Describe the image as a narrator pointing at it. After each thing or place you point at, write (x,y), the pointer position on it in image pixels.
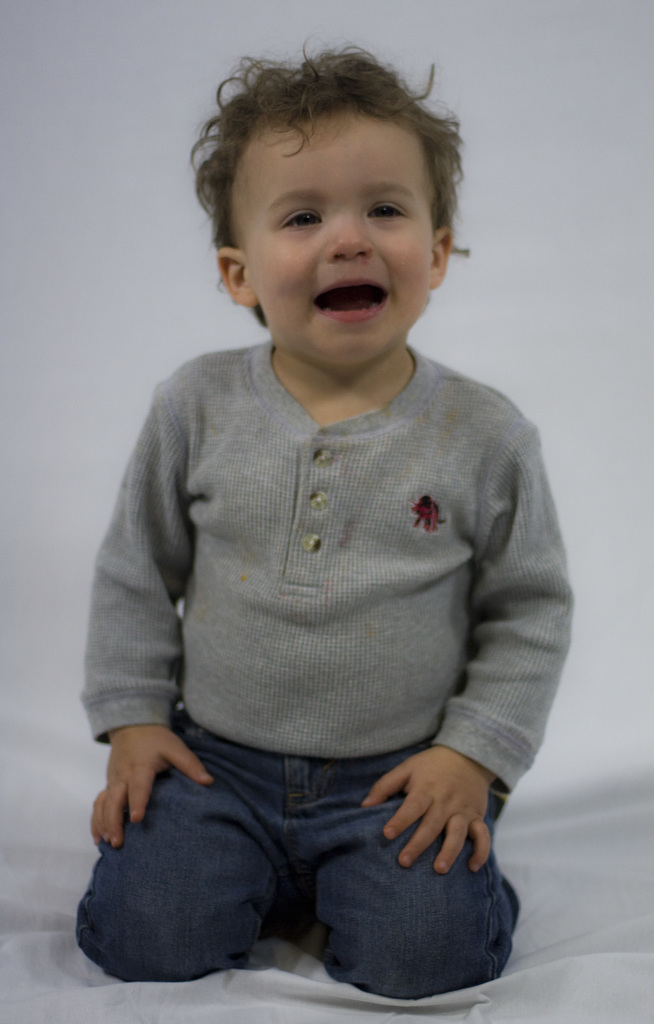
There is one kid (246,667) sitting on a white color cloth (352,1003) as we can see in the middle of this image (348,489). There is a white color wall (209,317) in the background (491,232).
